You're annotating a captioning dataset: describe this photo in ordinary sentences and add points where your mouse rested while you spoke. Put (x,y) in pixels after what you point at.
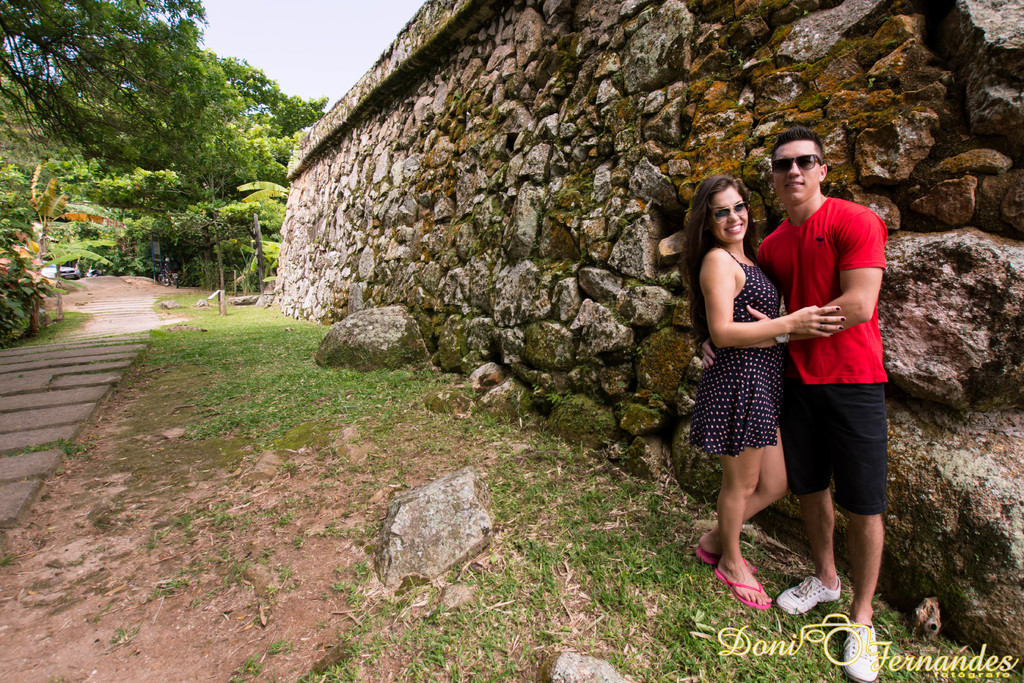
In this image, at the right side (734,491) we can see a couple (794,315) standing and there is wall (591,124), at the left side (55,400) there is a path (81,363), we can see some green trees (74,221), at the top (293,19) there is a sky (309,19).
